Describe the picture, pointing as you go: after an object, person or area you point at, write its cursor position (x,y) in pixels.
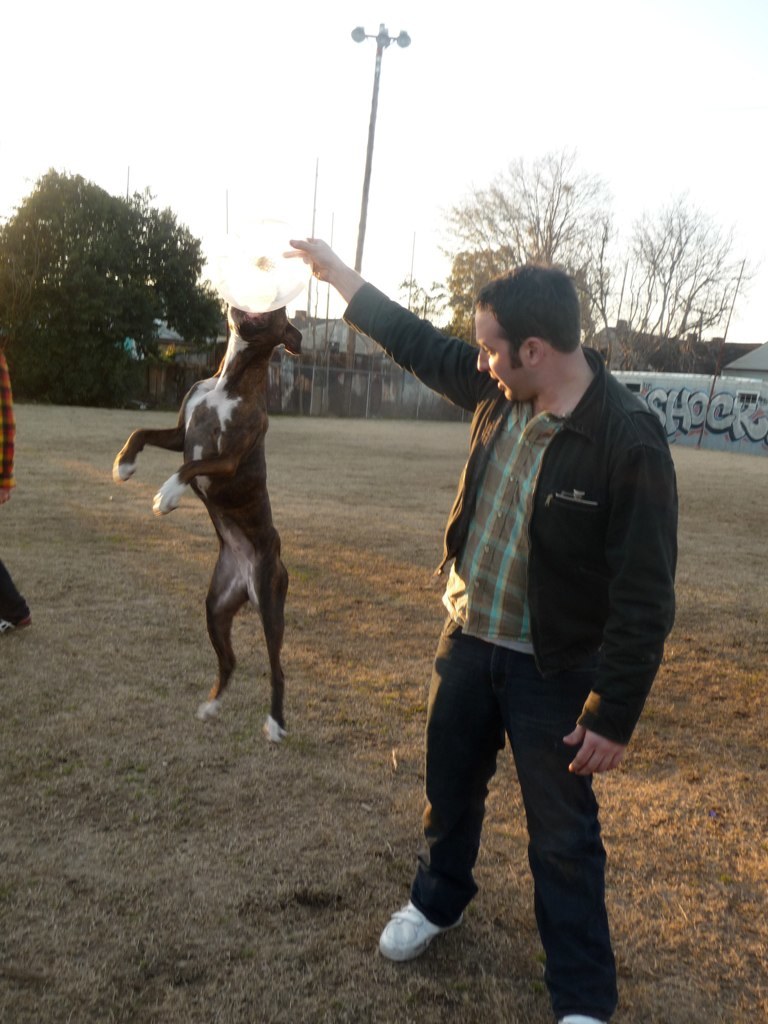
There is a man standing and holding a white color object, we can see a dog (265,338). In the background (143,344) we can see painting (676,391) on a wall (622,381), trees (146,231), poles (410,278), lights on pole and sky (265,92). On the left side of the image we can see a person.
